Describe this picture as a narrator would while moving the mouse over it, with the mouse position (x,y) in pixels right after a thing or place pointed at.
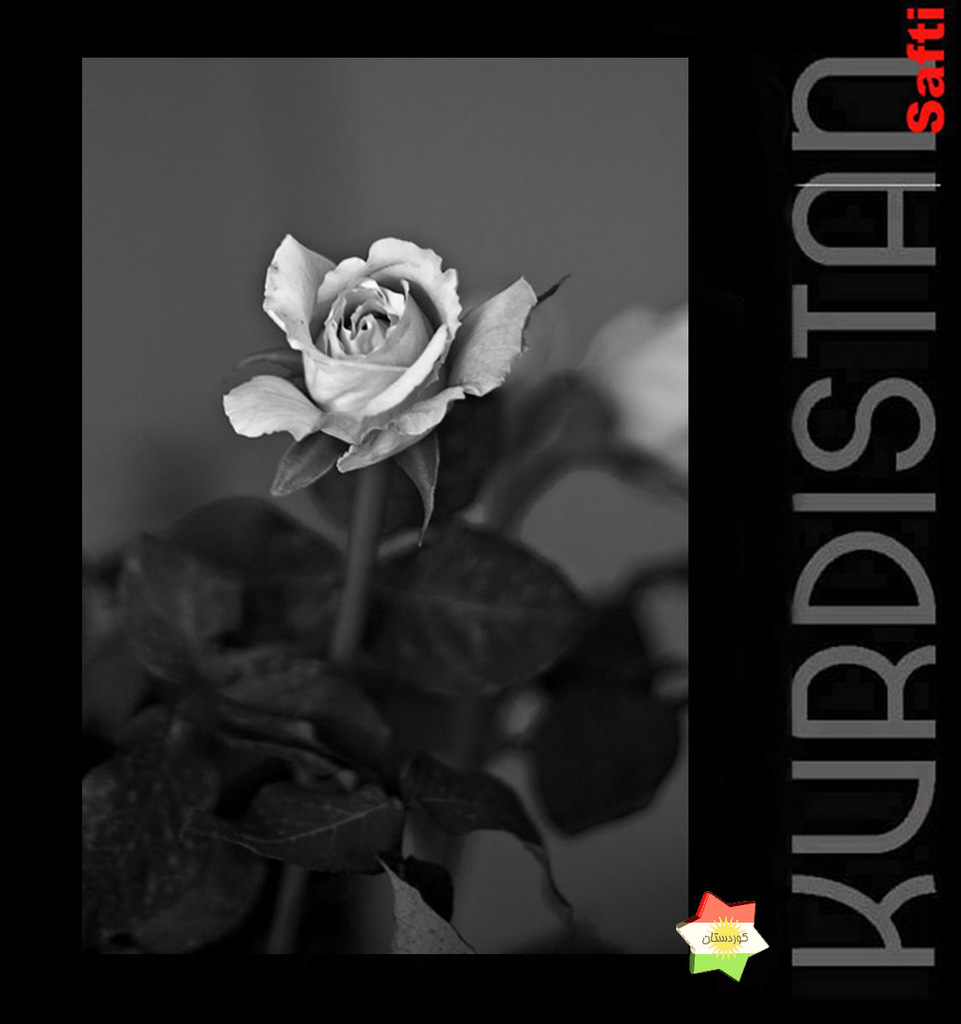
This is an edited image in which we can see some flowers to the stem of a plant (649,592). We can also see some text (848,452) on this image.
